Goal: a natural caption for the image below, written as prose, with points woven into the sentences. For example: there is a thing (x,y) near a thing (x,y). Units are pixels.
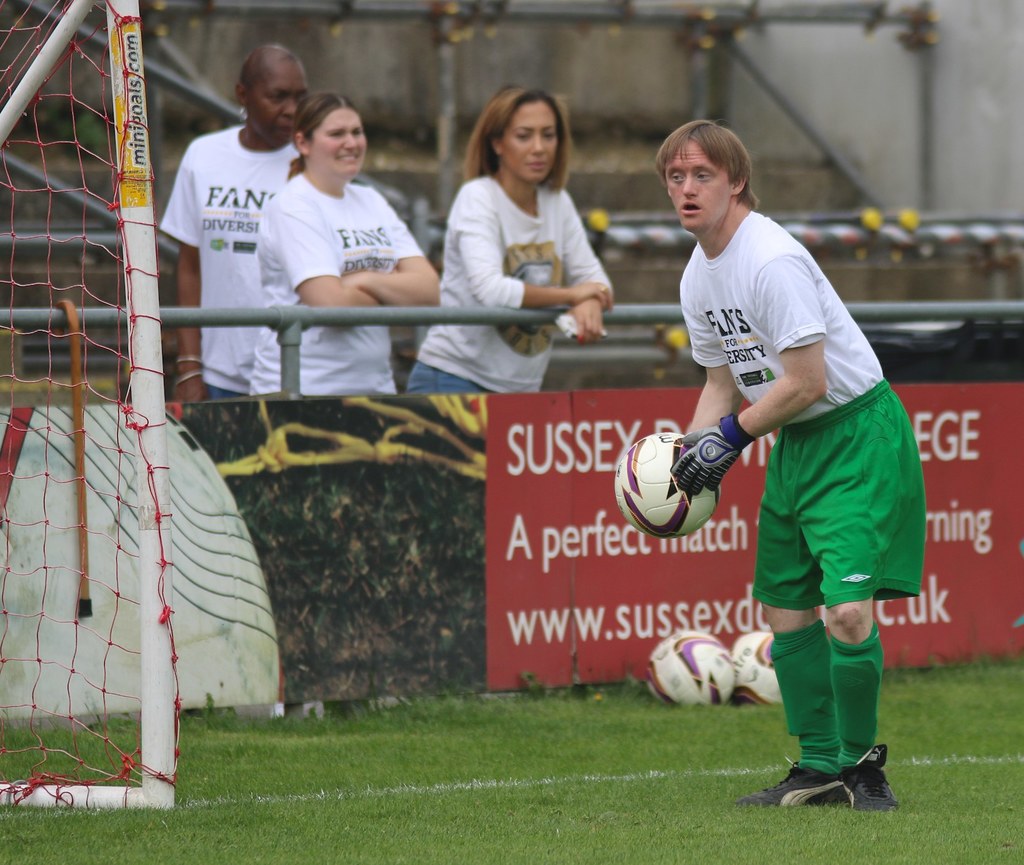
This picture is taken in the ground (551,715). There is a man (709,247) towards the right corner (769,251), he is wearing a white t shirt (829,328), green shorts (810,430) and holding a ball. Behind him there is a board (505,604) and two balls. In the center (517,359) behind a fence (504,311) there are three persons (450,288) wearing white t shirts (474,192). Towards the left (139,0) there is a net (13,25). There is grass (339,703) on the ground (1022,792).
